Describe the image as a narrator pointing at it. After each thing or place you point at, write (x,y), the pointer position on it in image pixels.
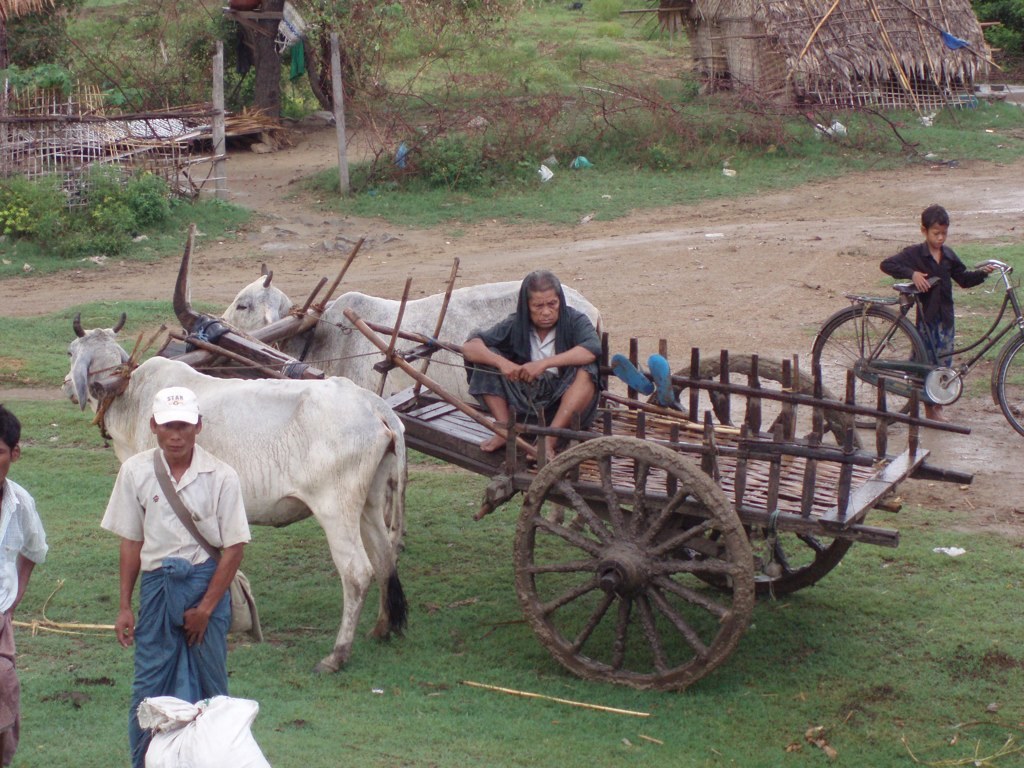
In this image in the center (366,448) there is one vehicle (822,482) and two cows (245,437), and at the bottom (277,531) there is grass (409,502) and some persons (123,507) are standing and in the background (308,91) there are some houses (928,33), trees (323,46) and wooden sticks (106,163). In the center (544,286) there is a woman (568,378), on the right side (928,234) there is one boy (936,300) who is holding a cycle (912,359).
